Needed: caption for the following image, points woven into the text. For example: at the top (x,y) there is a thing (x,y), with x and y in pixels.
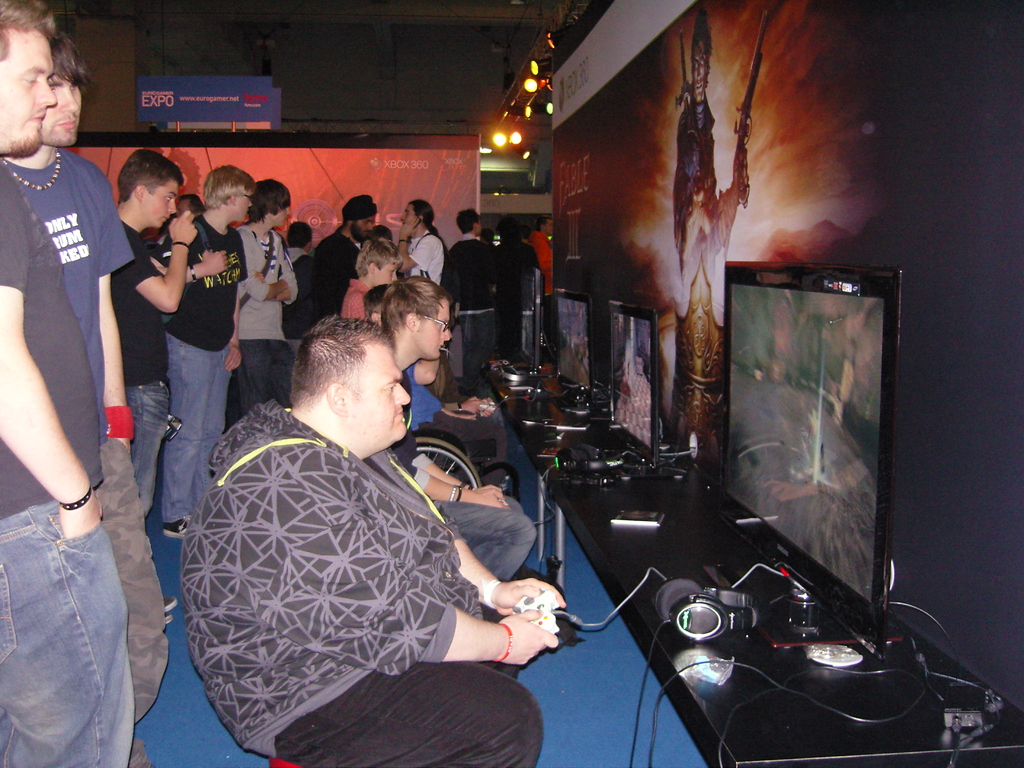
This image is taken indoors. On the right side of the image (764,656) there is a wall (1000,623) and a table (688,523) with a few monitors (730,465) and headsets (577,401) on it. In the middle of the image (413,296) a few people (314,379) are sitting on the stools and playing video games. On the left side of the image (162,268) a few people (130,255) are standing on the floor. In the background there is a wall (200,149) with a board (173,107) with a text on it.
